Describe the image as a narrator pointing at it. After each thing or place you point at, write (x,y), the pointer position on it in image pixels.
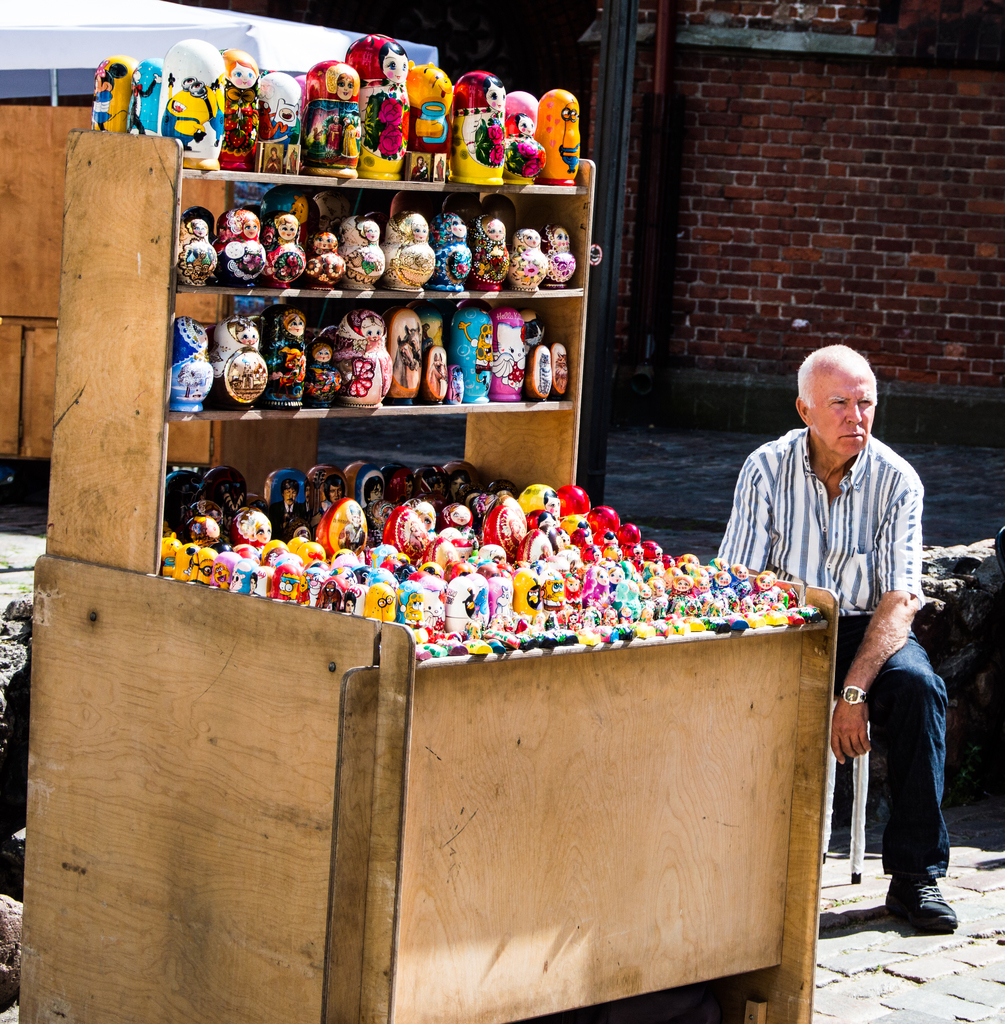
In the picture we can see a table (379,869) with rack (119,245) to it and it is filled up with many dolls (311,516) and beside it, we can see a man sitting on the stool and behind him we can see the wall (987,280) with bricks (877,62).
